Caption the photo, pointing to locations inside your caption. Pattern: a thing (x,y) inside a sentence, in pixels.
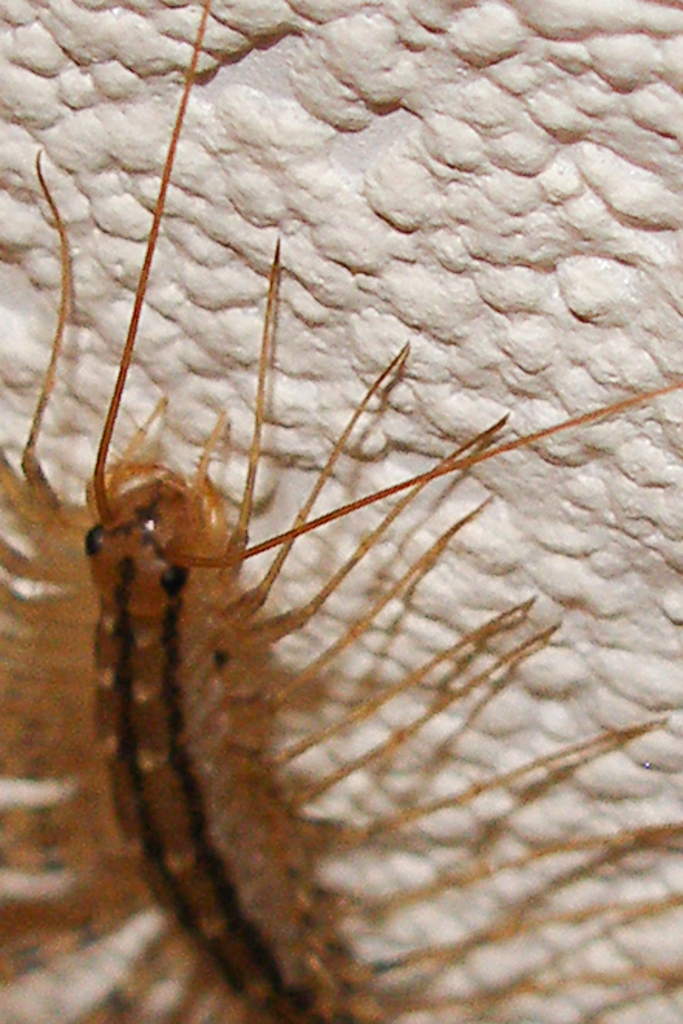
In this image we can see an insect (216,614) present on the wall (234,431).
